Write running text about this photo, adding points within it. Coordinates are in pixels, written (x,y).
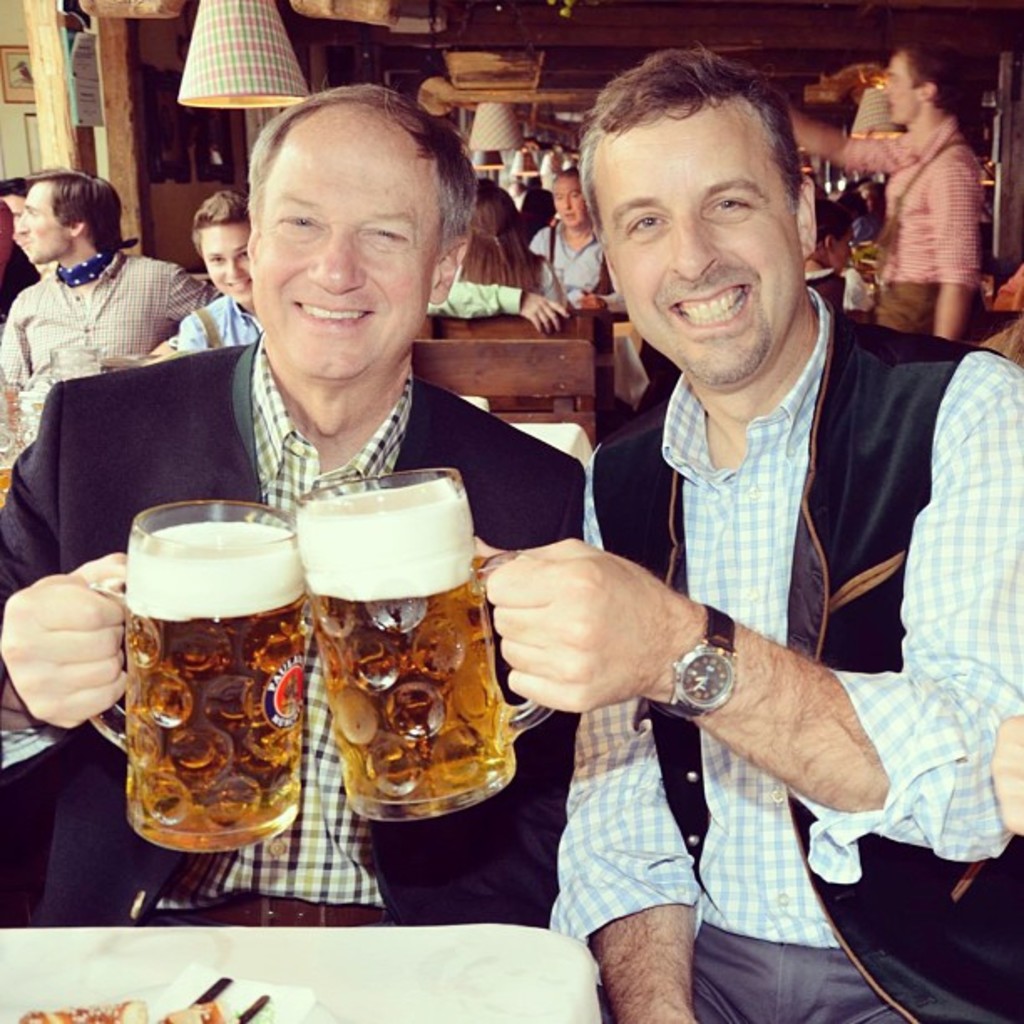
This 2 persons (255,366) are sitting on a chair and holds a glass (427,681) with liquid (294,609). We can able to see many persons (172,288) sitting on a chair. This person (935,212) is standing. This 2 persons (765,228) holds a smile.
